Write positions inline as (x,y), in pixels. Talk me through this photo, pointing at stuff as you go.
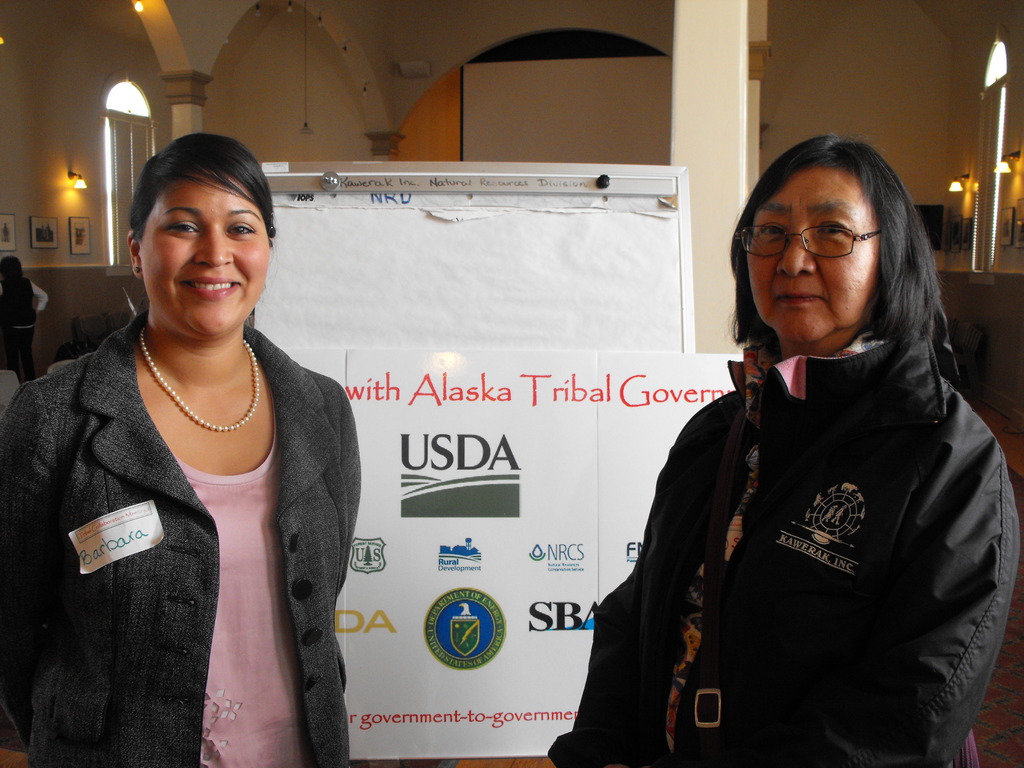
In this image I can see two persons (778,427). There are pillars (698,103), photo frames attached to the walls (408,102), and there are lights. Also there is a board (491,543).
